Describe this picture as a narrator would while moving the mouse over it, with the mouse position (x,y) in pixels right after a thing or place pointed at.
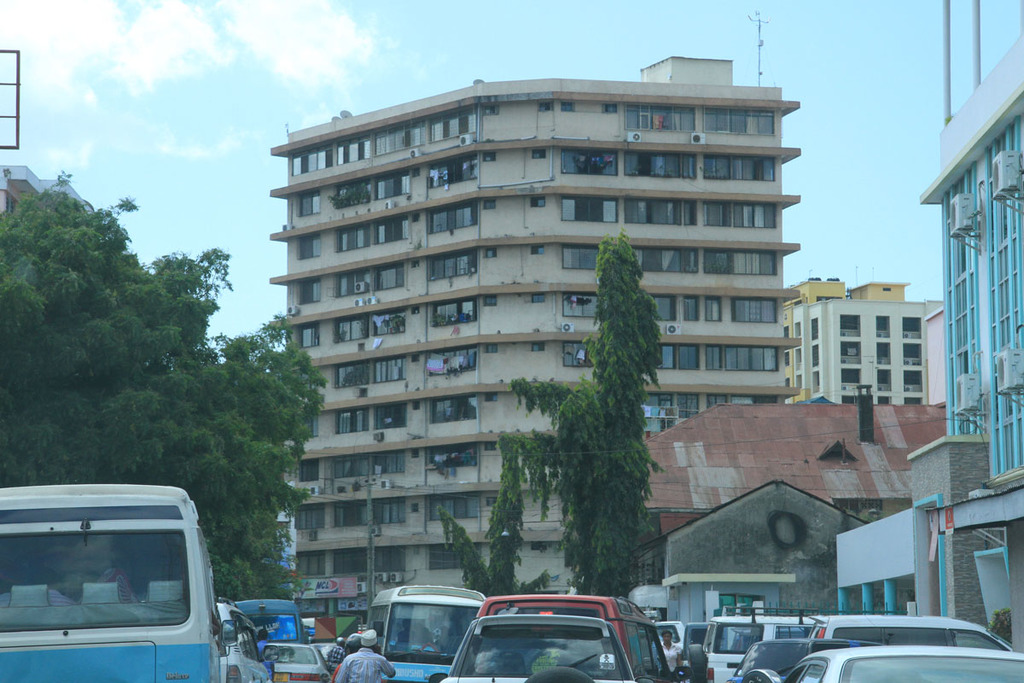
In this image we can see some buildings (577,379), vehicles (568,629), persons (377,639), there are some trees (114,242), air conditioners (959,378), windows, poles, also we can see the sky (258,69).
